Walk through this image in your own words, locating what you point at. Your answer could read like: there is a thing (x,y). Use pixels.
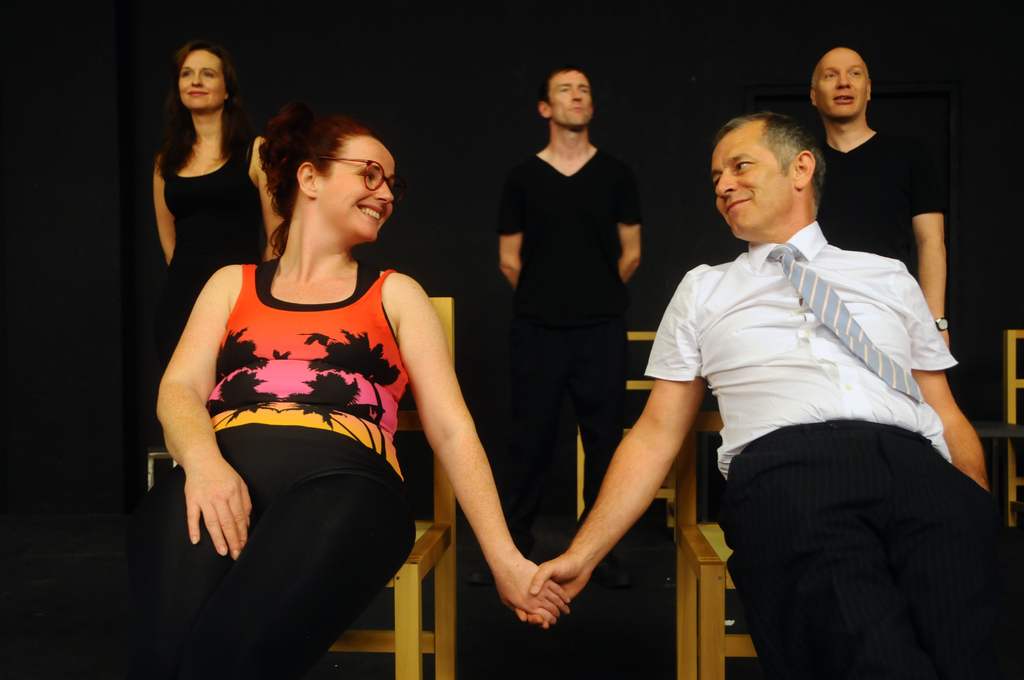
In this image I can see two people (490,546) sitting on the chairs (440,590) and wearing the different color dresses (310,548). In the background (523,463) I can see few people (567,298) standing and wearing the black color dresses (549,207) and there are few more chairs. And there is a black background (460,212).
